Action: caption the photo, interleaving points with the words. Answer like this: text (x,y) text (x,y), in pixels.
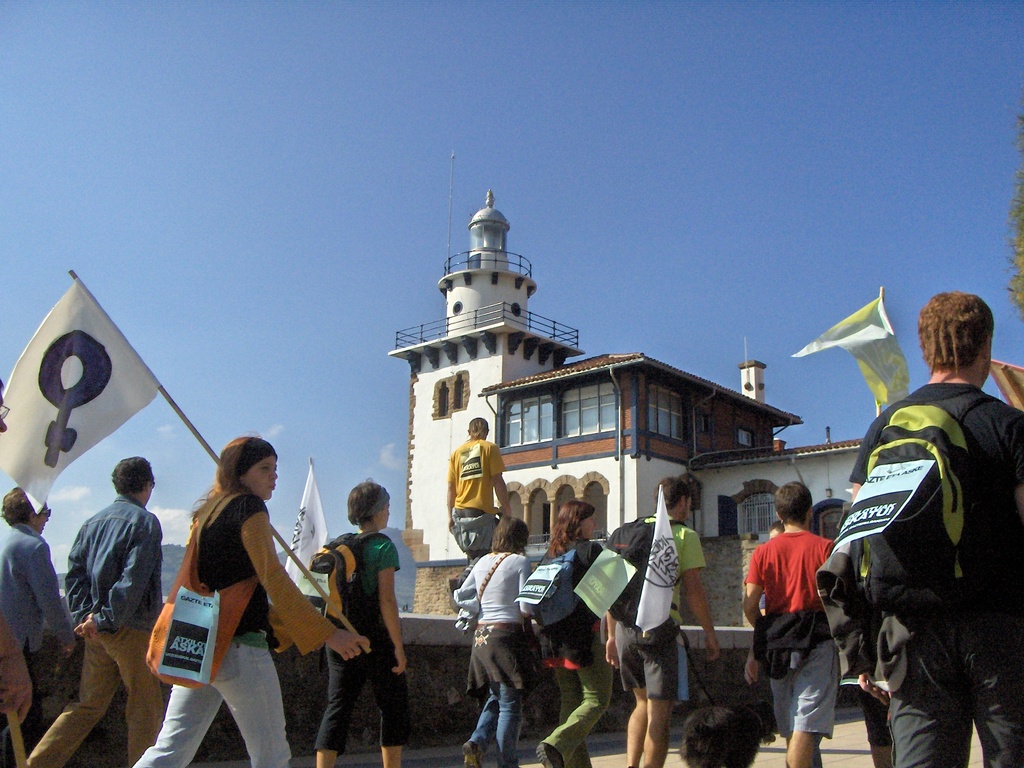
In this image, there are a few people (630,641). Among them, we can see a person (292,624) holding some object (99,406). We can see the ground (530,756) and the wall (714,686). We can also see some flags (892,398) and a building (594,500). We can also see the sky (869,420) with clouds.
